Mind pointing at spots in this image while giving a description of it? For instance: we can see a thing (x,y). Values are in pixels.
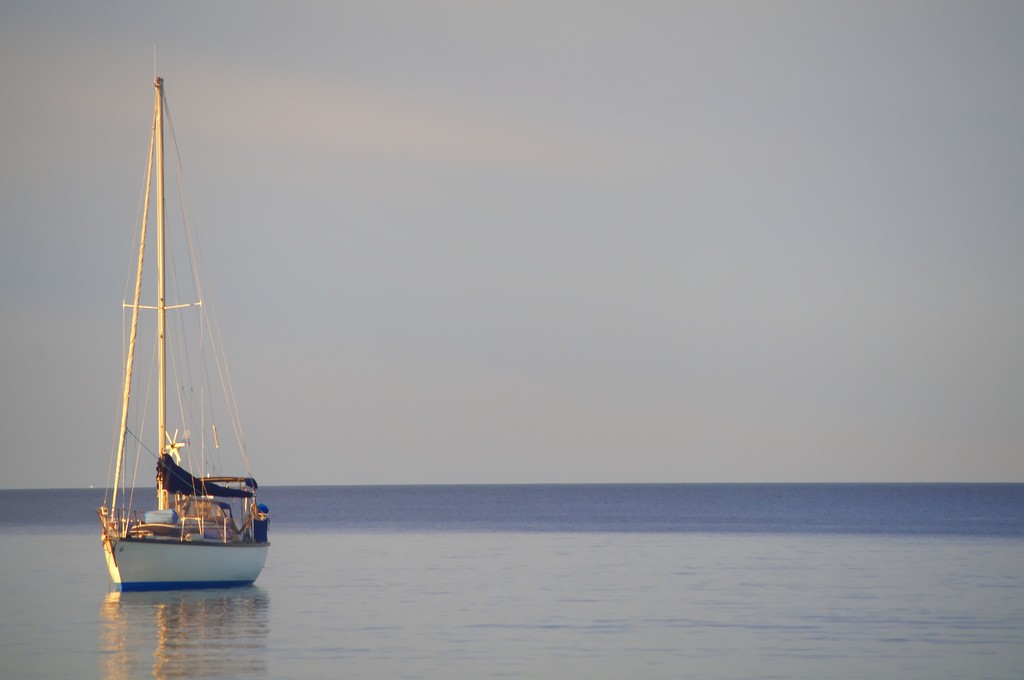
In this picture we can see a boat (138,585) on water (600,518) and on this boat (157,537) we can see some objects (148,516) and in the background (442,390) we can see the sky (362,350).
